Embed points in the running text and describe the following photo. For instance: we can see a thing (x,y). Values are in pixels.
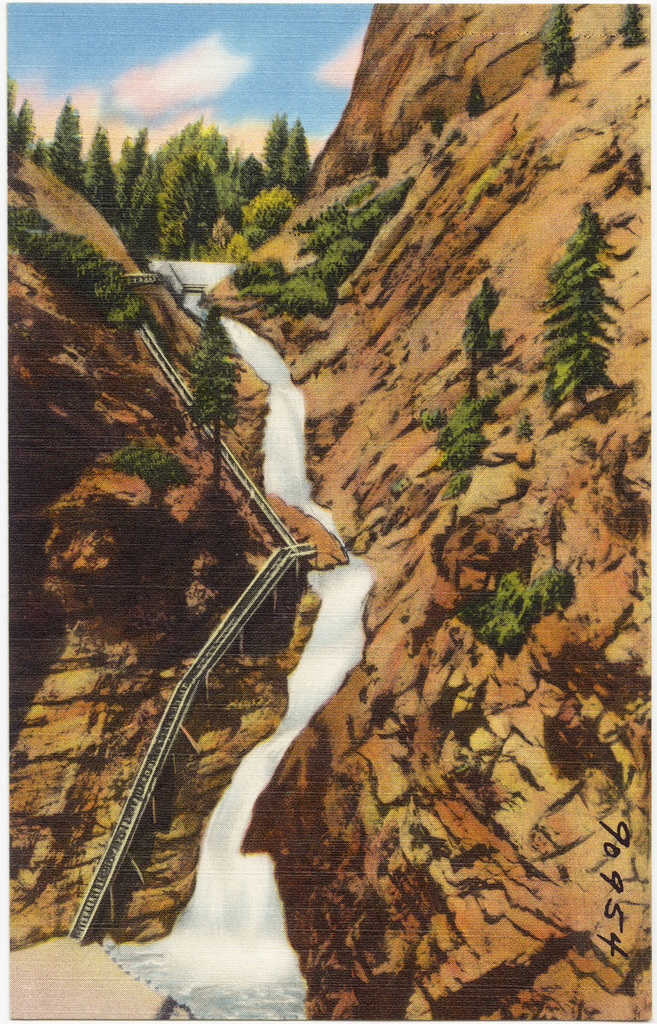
This is an animated picture. In this picture there are trees (170,193), hill (209,604), staircase (114,847) and a waterfall (306,504).
